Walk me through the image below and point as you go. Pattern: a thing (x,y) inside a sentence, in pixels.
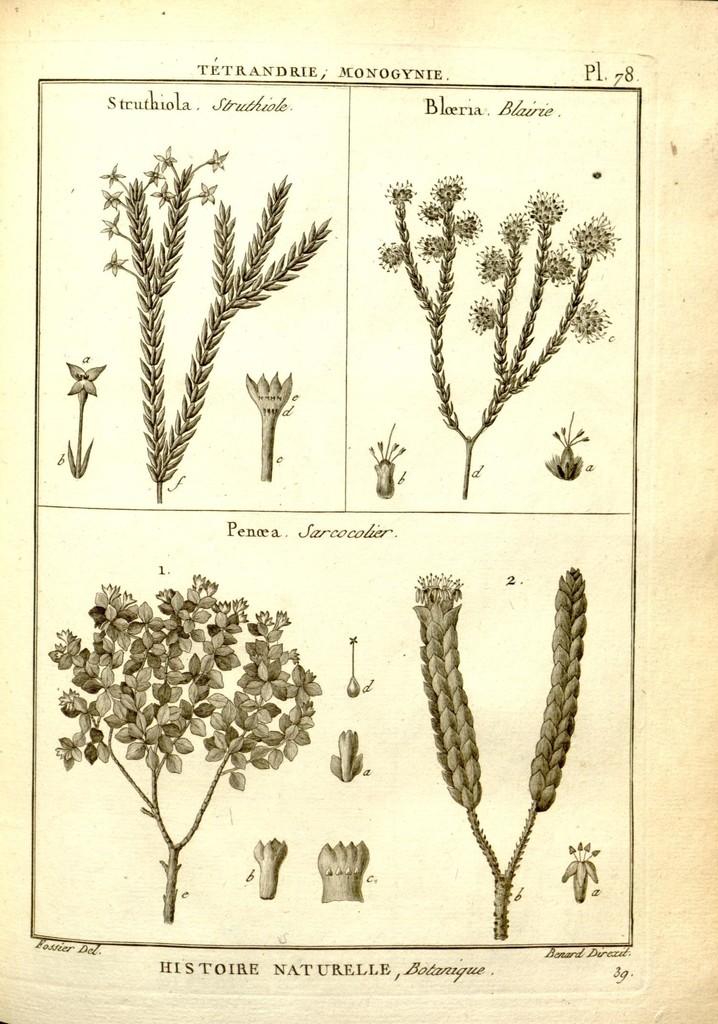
In the picture I can see sketch (162,421) of plants (306,682) and something written on the image.
